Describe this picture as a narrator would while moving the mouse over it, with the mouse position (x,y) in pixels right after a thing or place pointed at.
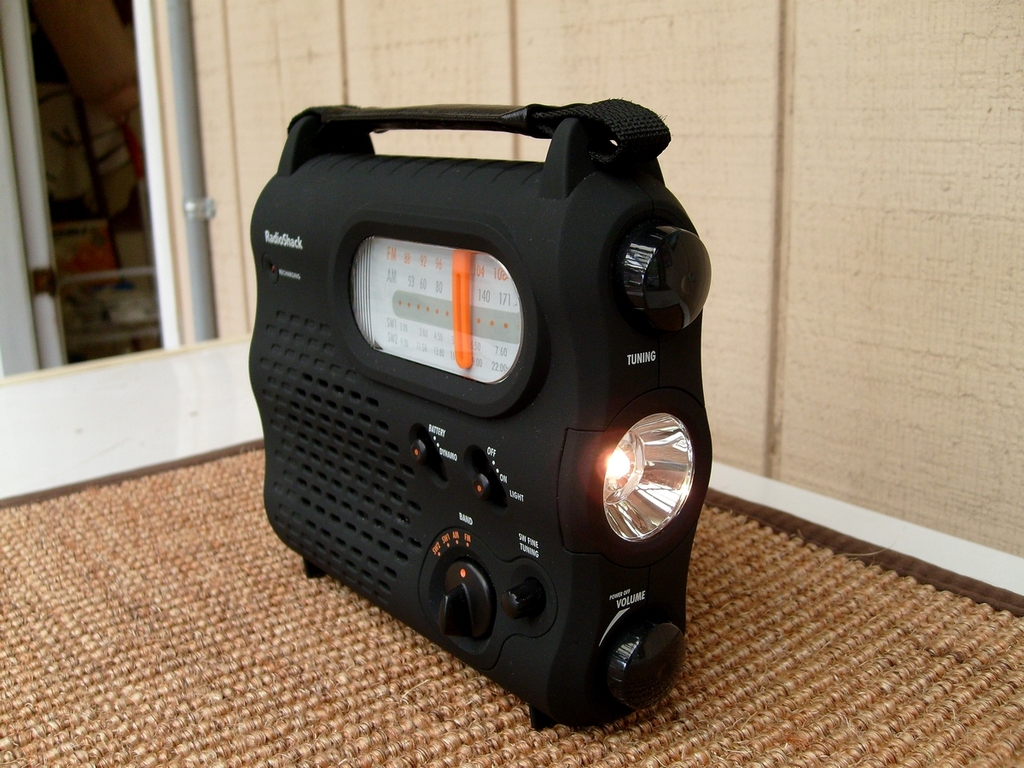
There is a radio (319,215) having tuners (668,252), buttons (623,660), speaker (406,531) and a light (614,500), on a mat (755,761) which is on the table (92,396). In the background (168,21), there is a pipe (176,93) and there is wall (401,57).
